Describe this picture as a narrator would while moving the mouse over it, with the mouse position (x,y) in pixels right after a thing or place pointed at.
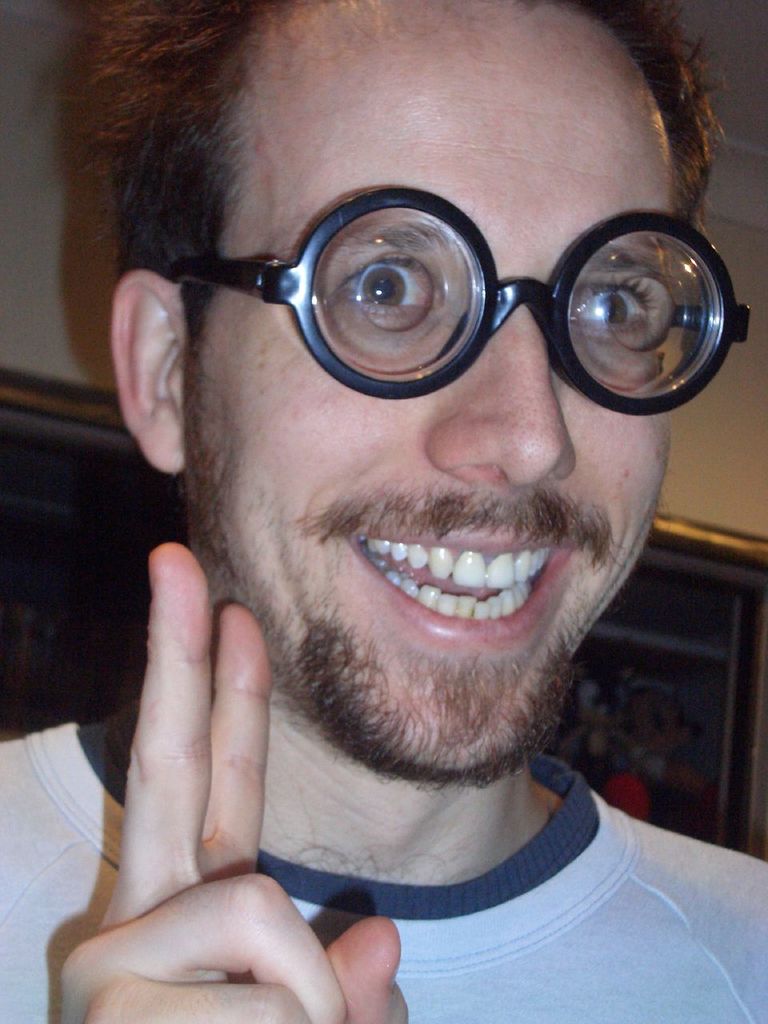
Front this person (277,440) wore spectacles (461,225) and smiling. Picture (719,614) is on the wall (694,471).
